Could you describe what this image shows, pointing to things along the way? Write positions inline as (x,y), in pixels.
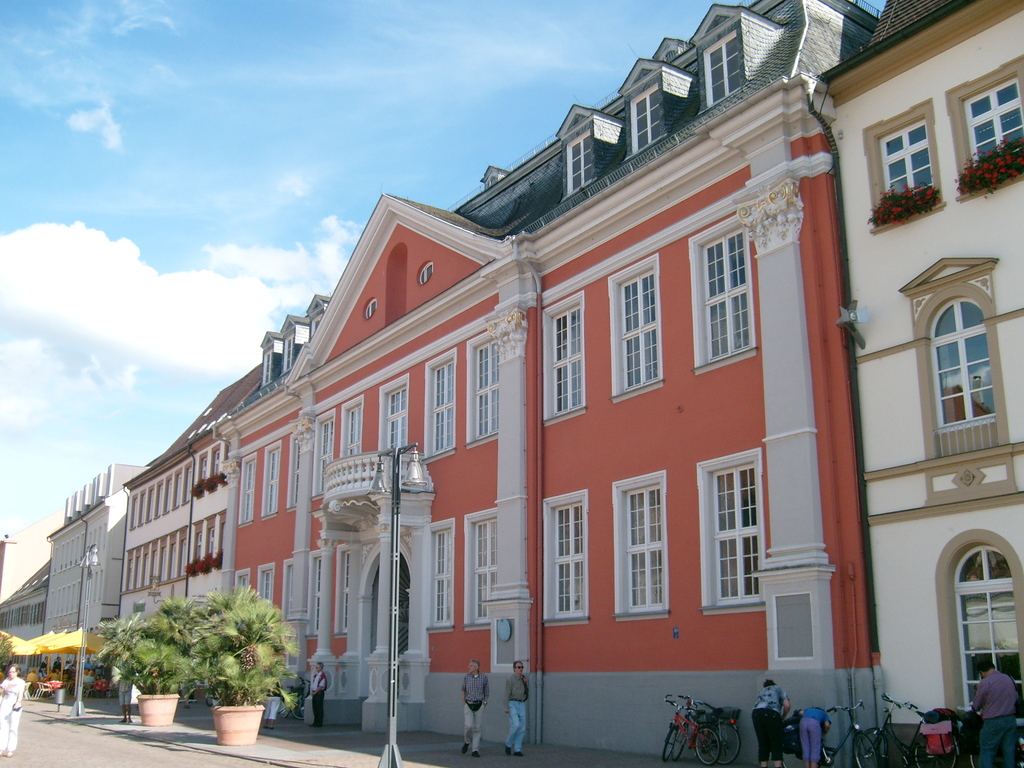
In this image there is a building (478,364) on the right side (695,437), Beside the building (454,720) there is a footpath (448,741). On the footpath (460,736) there are few people (481,690) walking on it. On the right side (711,714) bottom there are few cycles (724,717) parked on the footpath (305,735). On the left side (26,647) there are some tents (42,644) under which there are shops (48,680). There are two plant pots (246,718) on the footpath (204,715). There are light poles (391,608) on the footpath (320,753). At the top (431,54) there is the sky (427,72).
